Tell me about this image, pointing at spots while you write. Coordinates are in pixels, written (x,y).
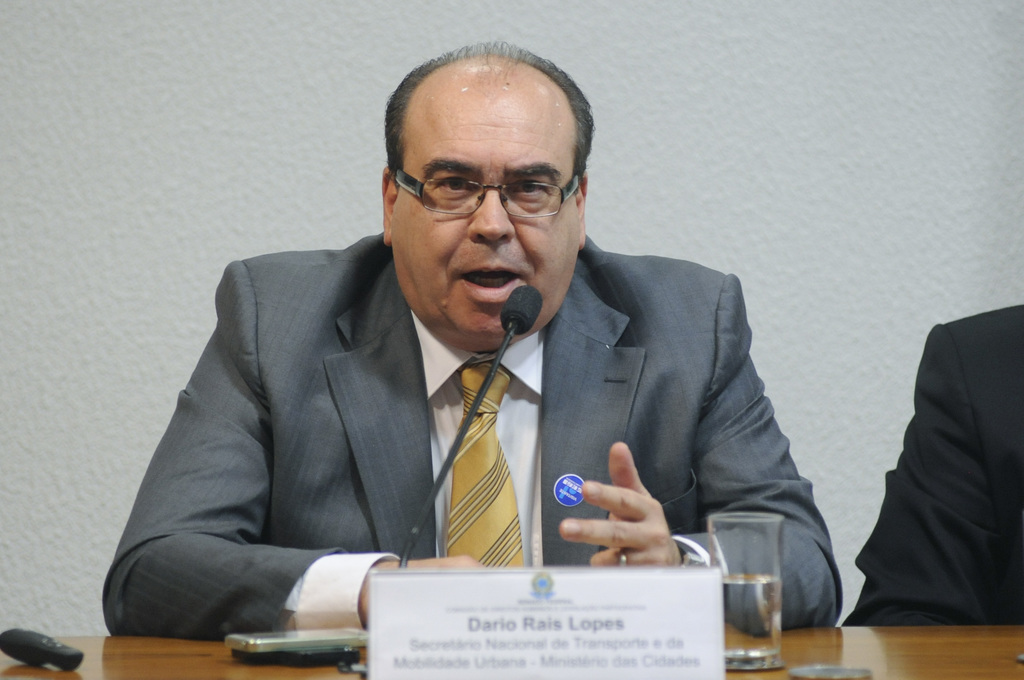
In this picture we can see two persons (275,525) where a man (369,335) wore a blazer (387,403), tie (507,381) and talking on the mic (528,322) and in front of them we can see a glass (737,578), name board (562,614) and in the background (117,164) we can see wall (784,120).
